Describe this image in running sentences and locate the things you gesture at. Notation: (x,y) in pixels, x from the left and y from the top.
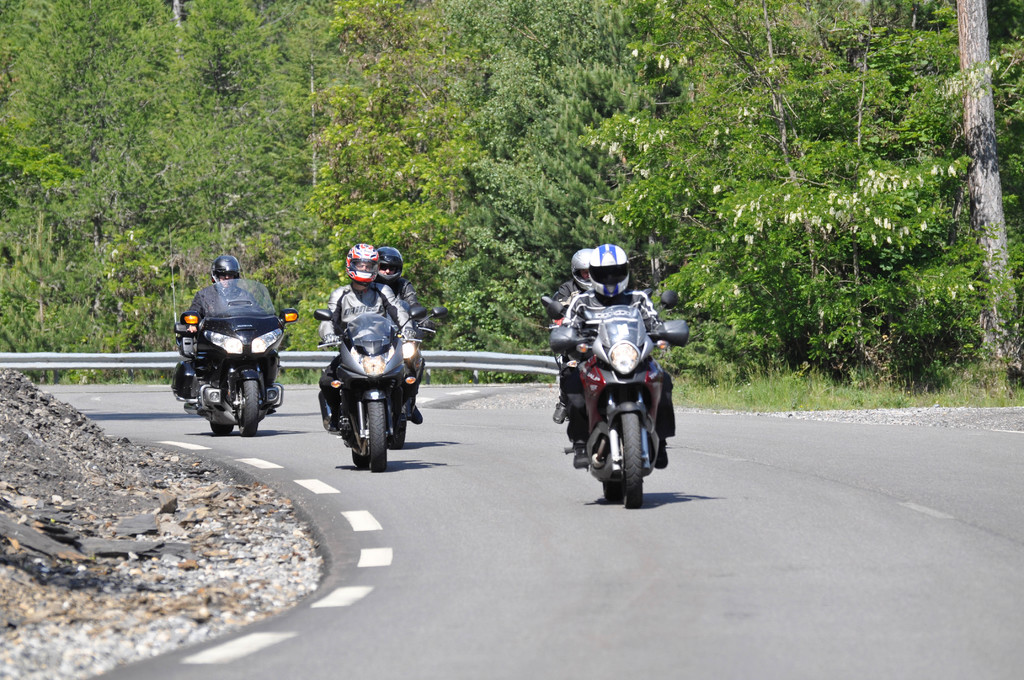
In this image there are five people (386,316) who are riding the bike (599,402) on the road (563,431) one behind the other. In the background (370,164) there are trees (392,123). On the left side (74,435) there are stones (89,519). There is a railing (97,357) beside the road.
